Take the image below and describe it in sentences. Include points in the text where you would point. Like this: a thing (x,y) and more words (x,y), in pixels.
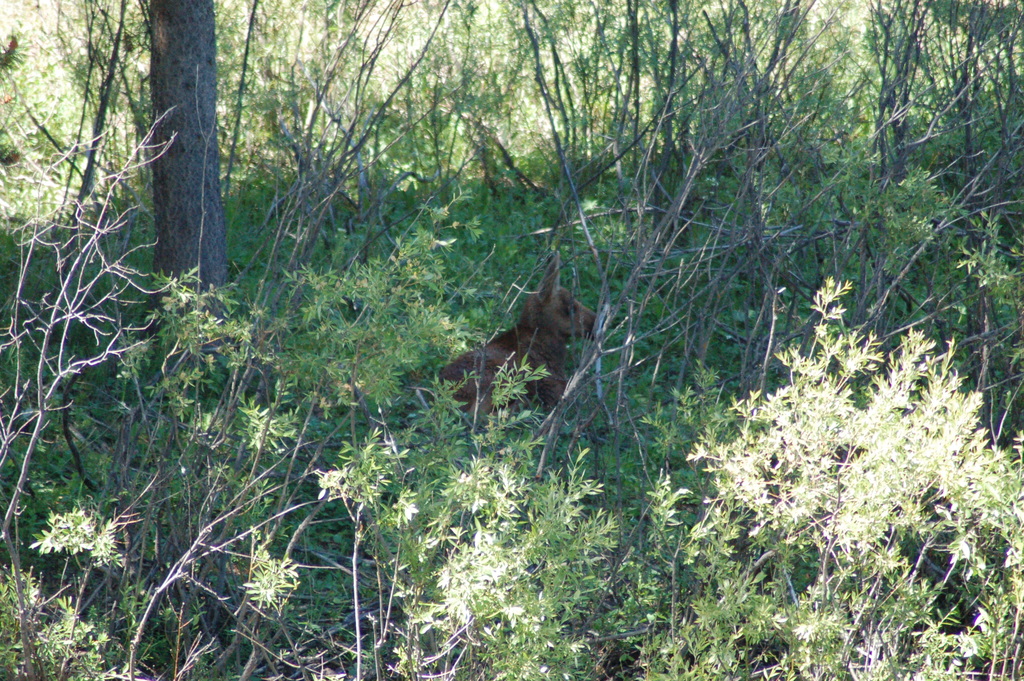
In this picture we can see an animal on the ground (625,482) and in the background (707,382) we can see trees (784,85).
